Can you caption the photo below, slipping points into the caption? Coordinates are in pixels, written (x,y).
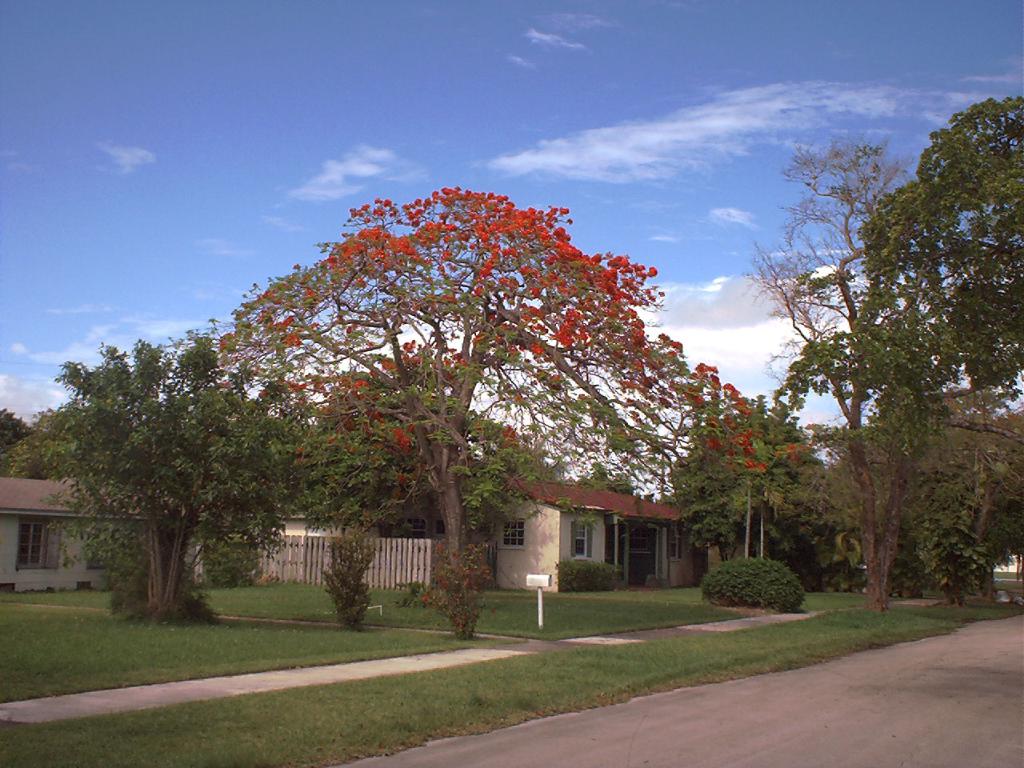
In the image we can see there is a road (667,712) and there is ground (582,672) covered with grass (620,616). There is a letterbox pole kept on the ground (536,624) and there are trees (295,504). Behind there are buildings (524,558) and there is a cloudy sky (264,234).
